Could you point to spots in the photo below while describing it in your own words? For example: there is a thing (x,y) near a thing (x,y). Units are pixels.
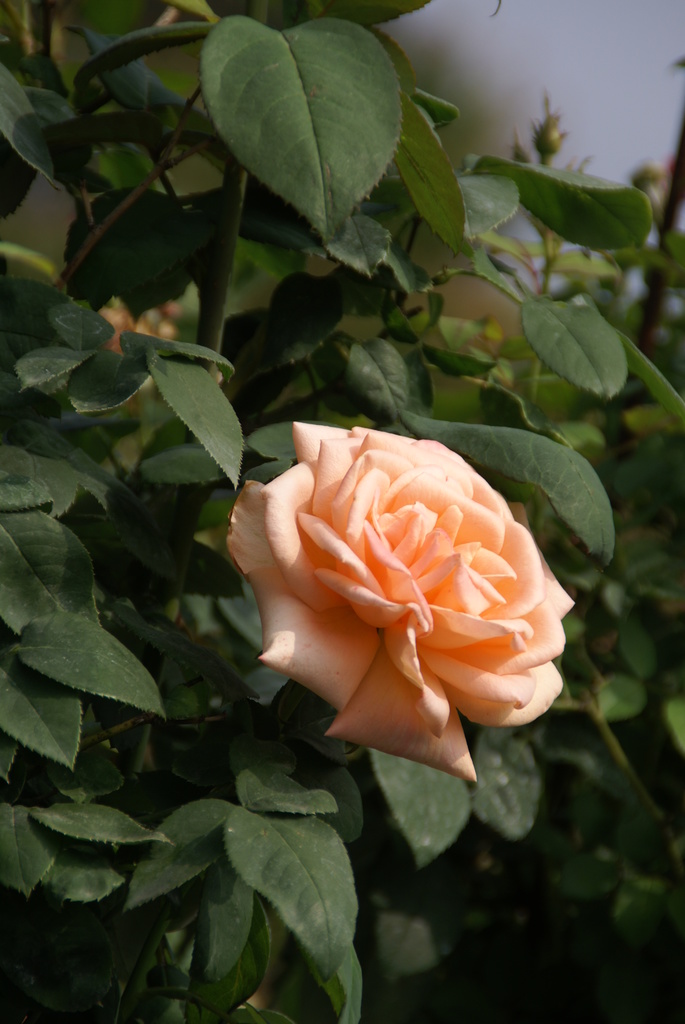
In this image we can see a flower (424,577) and leaves (204,563).
